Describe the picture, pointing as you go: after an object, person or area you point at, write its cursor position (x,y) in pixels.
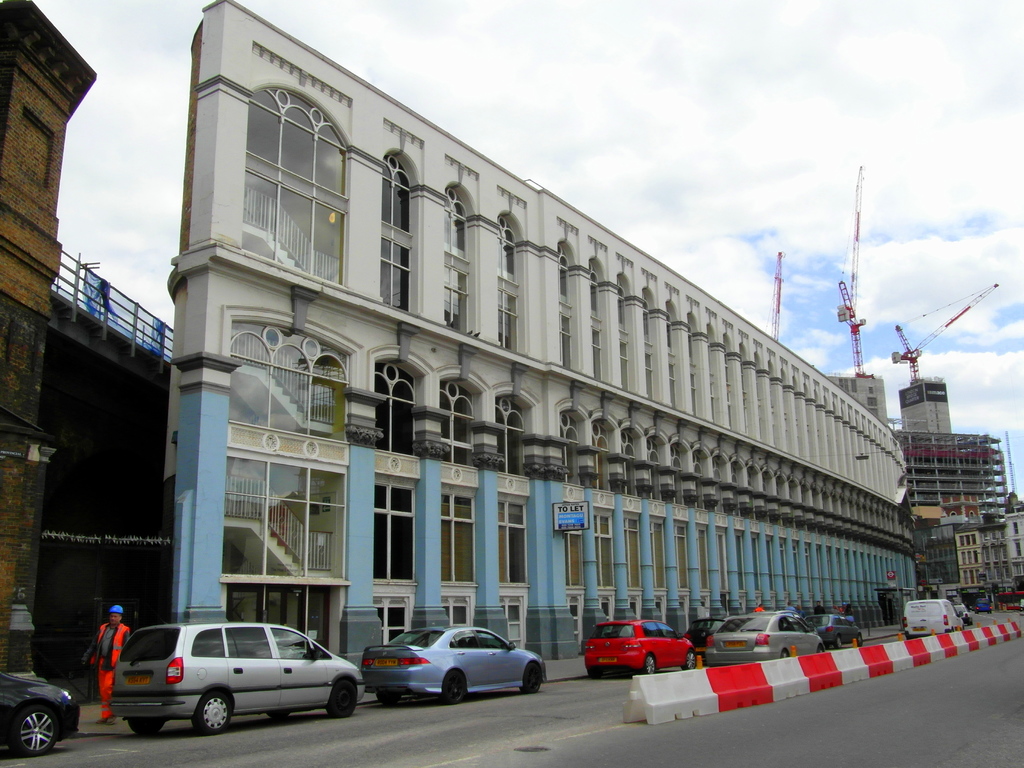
In this image I can see cars (447,630) on the road (180,751). Few people (115,617) are standing. There are buildings (699,464) at the back (595,483). There is sky (1009,471) at the top (791,128).
